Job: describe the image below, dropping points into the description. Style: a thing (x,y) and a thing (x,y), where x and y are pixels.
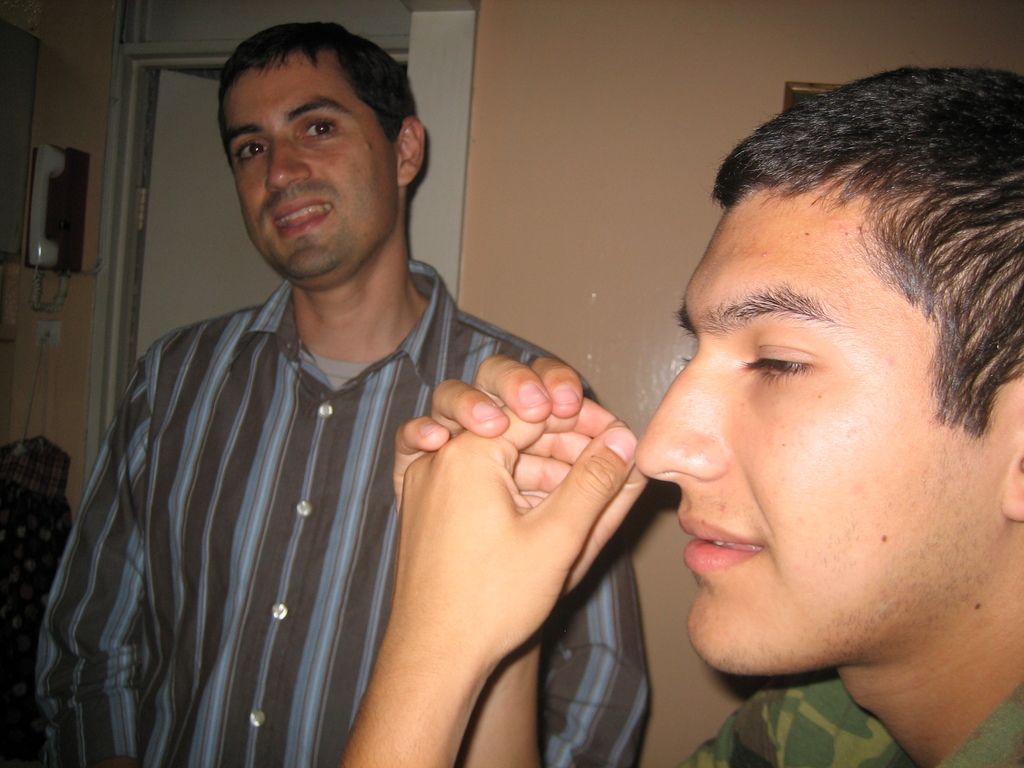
In the picture there are two men (700,460) and behind them there is a wall (573,160), beside the wall (570,111) there is a door (159,207) and beside the door (142,209) there is a telephone (63,219), there is some object (35,466) hanged to the wall (59,371) below the telephone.
